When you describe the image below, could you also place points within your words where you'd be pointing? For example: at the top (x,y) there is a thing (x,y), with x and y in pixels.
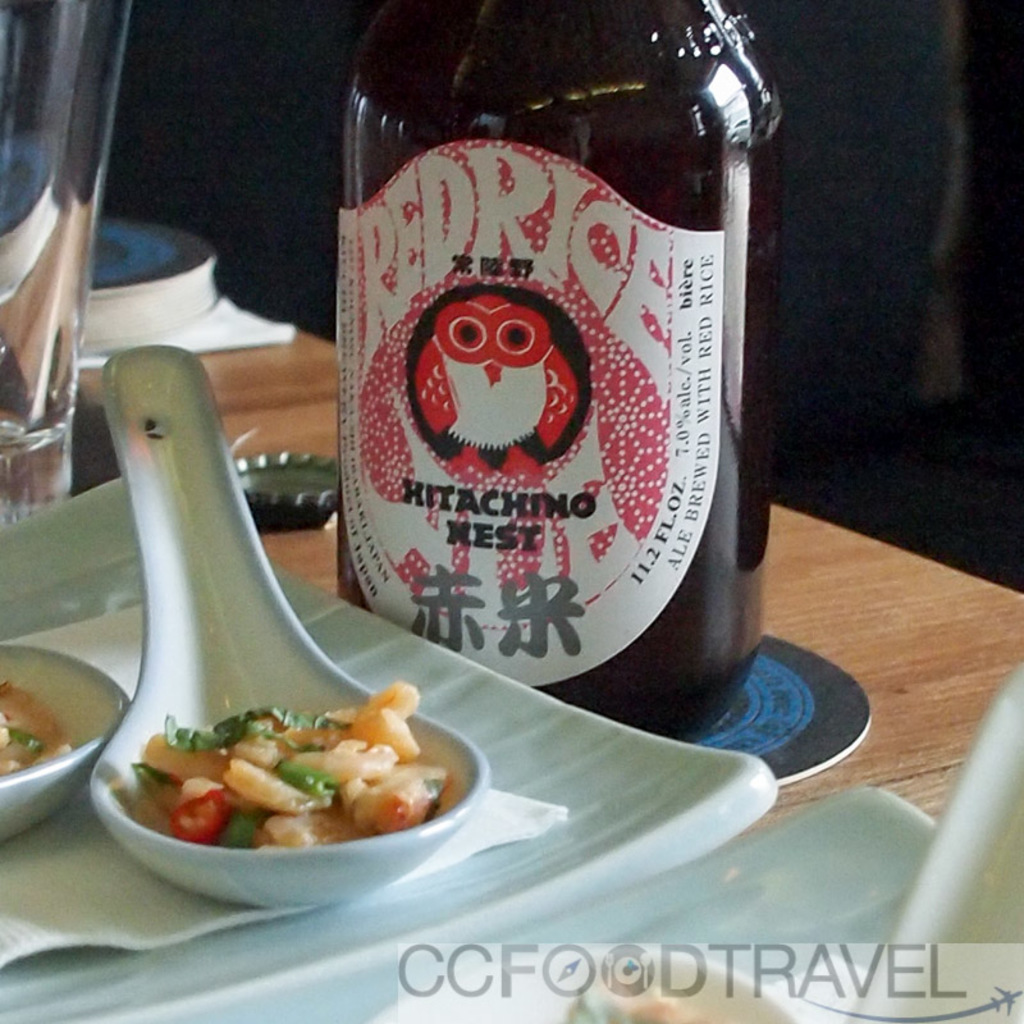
In this image, we can see a table (823,574), there are two white color plates (543,930) on the table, there is a white color spoon (203,686) in the plate (591,799), there is a bottle (739,171) kept on the table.
